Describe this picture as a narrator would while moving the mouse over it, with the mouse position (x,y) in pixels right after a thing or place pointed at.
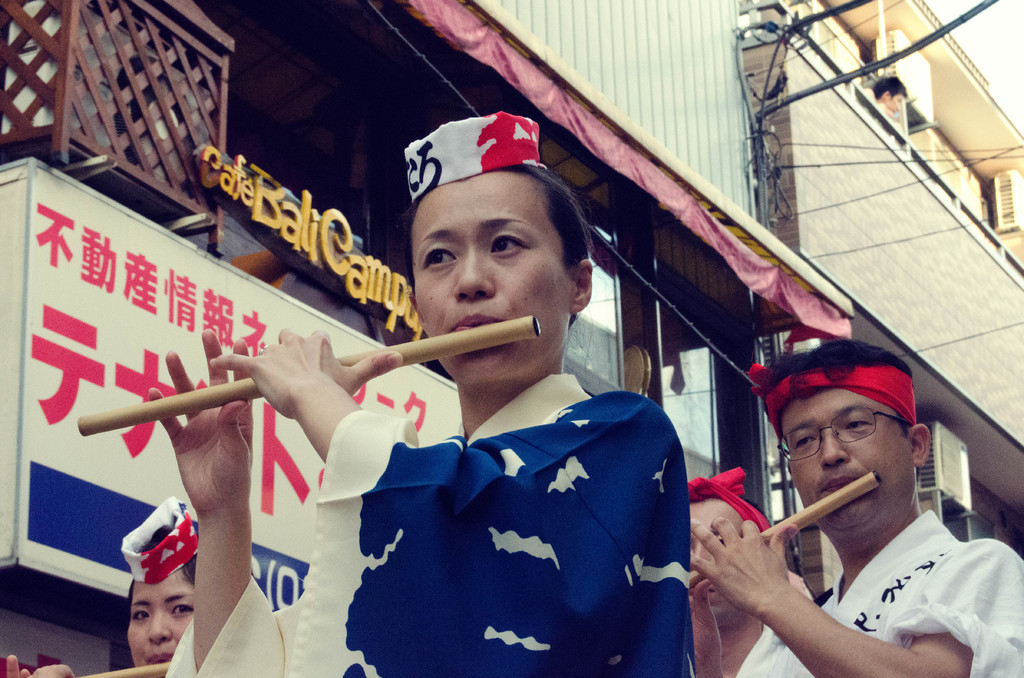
In the given image we can see, there are people (502,460) holding flute (135,411) in their hand (234,421). This is a building (711,169).
